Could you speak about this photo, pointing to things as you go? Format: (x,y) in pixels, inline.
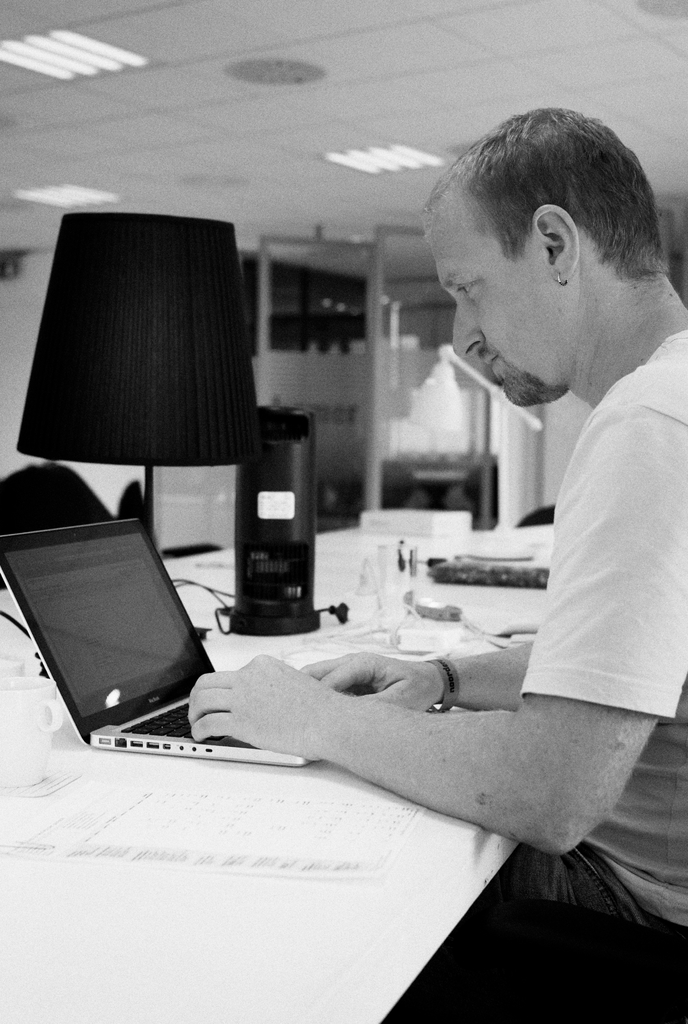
Man (475,249) in this picture wearing white t-shirt (683,500) is sitting on the chair (622,944) and he is operating laptop (187,621). In front of him, we see a table (143,895) on which cup (56,721), glass (392,589), lamp (73,344) and laptop (196,744) are placed. On background (277,333), we see a glass door (411,372) and on top of picture (206,173), we see the roof (340,126) of that room (340,126).
